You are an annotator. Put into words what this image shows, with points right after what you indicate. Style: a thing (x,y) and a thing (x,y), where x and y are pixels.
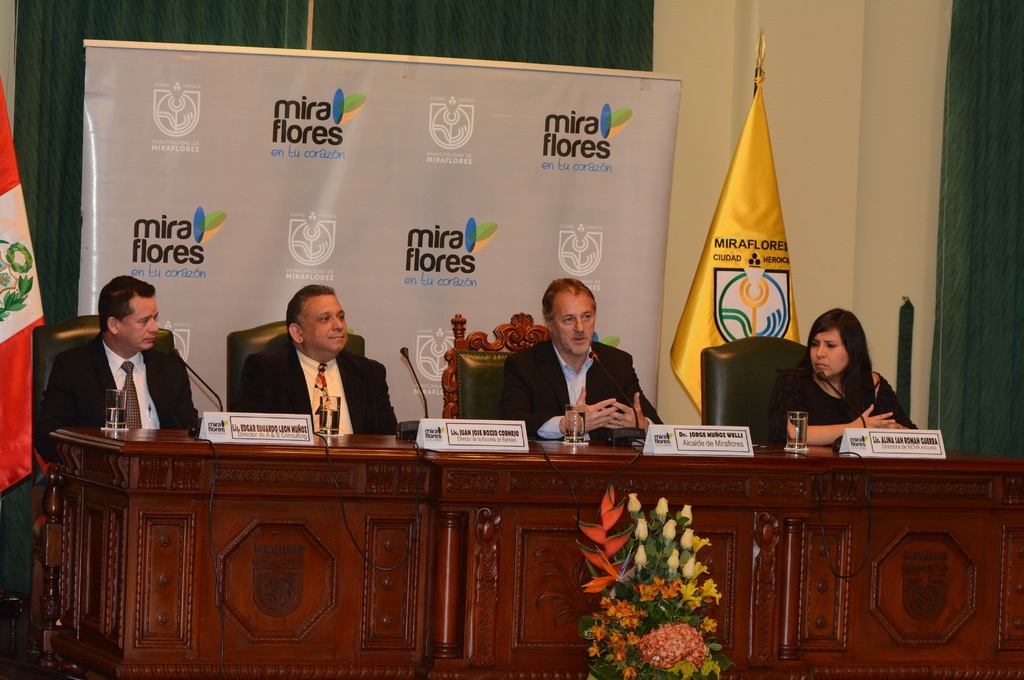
Four persons (329,370) are sitting over the chair (463,360). And in the center (562,366) one person (564,357) is speaking over the mic (589,353). Beside him one lady (821,385) is sitting wearing a black dress (832,409). And there is a table (920,479). On this table (636,451) there are four name plates (494,440) mic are over there. There are glasses (120,405) on this table (787,453) with water (803,429). Behind them there is a banner (373,197). And also two flags (743,233) are there with yellow, and red and white color.
